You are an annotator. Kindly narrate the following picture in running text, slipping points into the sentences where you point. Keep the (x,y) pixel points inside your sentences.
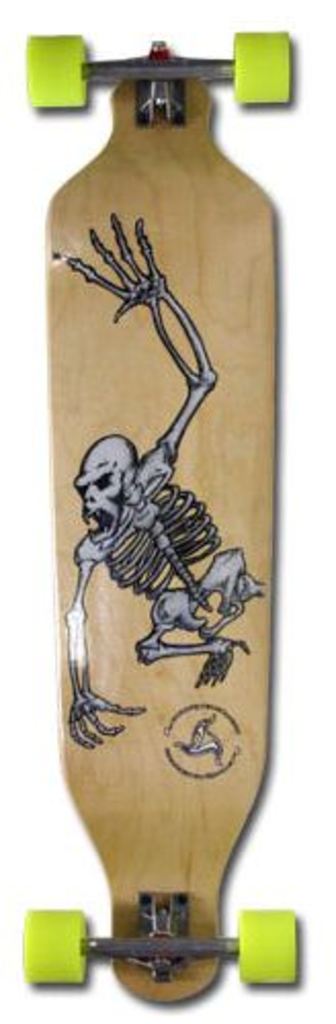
In this image I can see a skateboard (93,647). Its wheels (52,962) are in green color. On this board (191,465), I can see a skeleton image (146,545).
